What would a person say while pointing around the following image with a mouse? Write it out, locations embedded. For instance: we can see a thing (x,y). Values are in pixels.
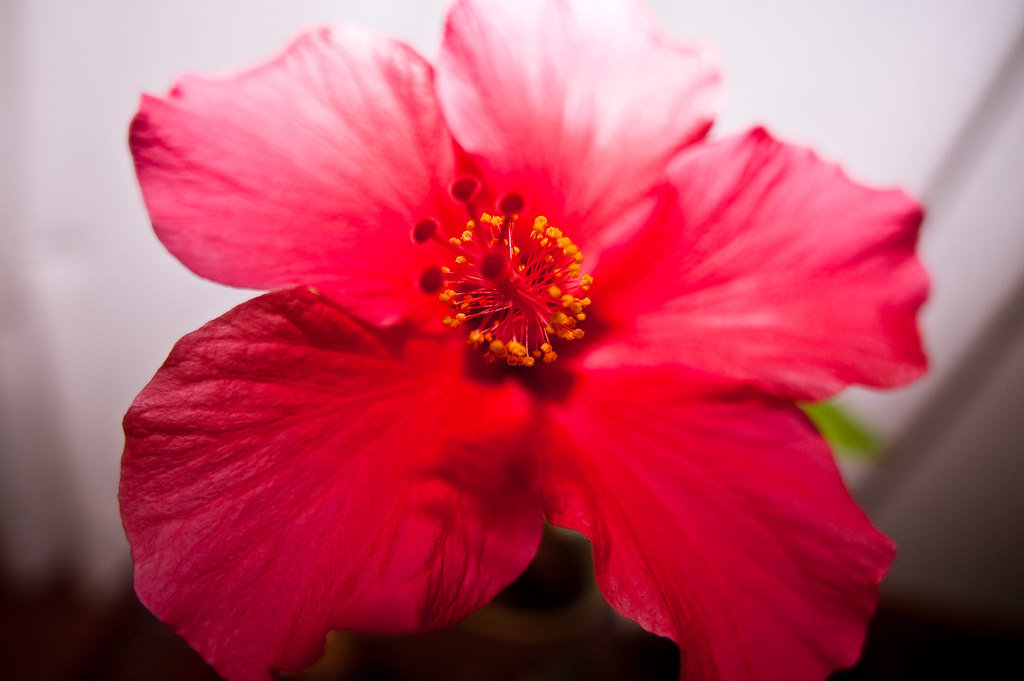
In the image we can see a flower (499,411), red in color and background (129,13) is blurred.
